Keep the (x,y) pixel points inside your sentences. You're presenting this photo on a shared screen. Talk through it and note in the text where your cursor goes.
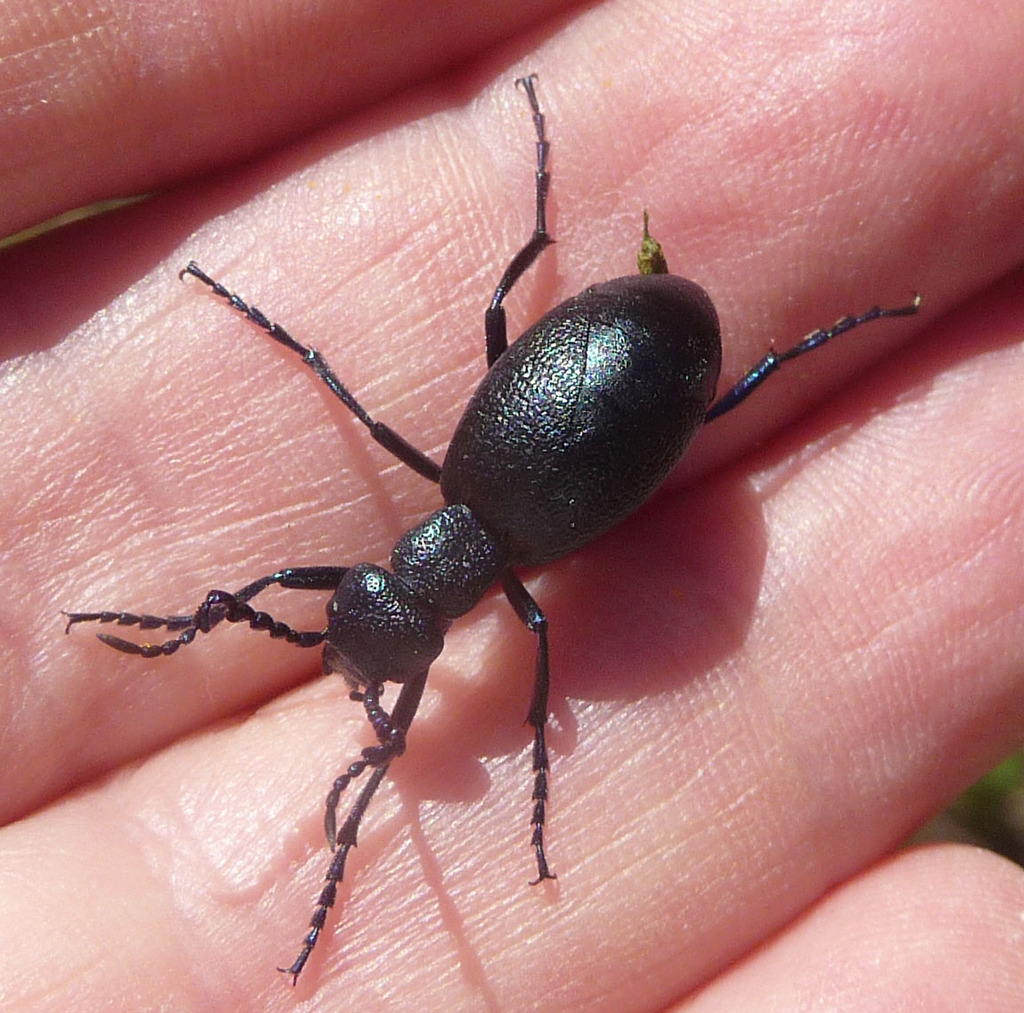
In this image we can see an insect (520,581) on the fingers (511,622) of a person (39,756).
